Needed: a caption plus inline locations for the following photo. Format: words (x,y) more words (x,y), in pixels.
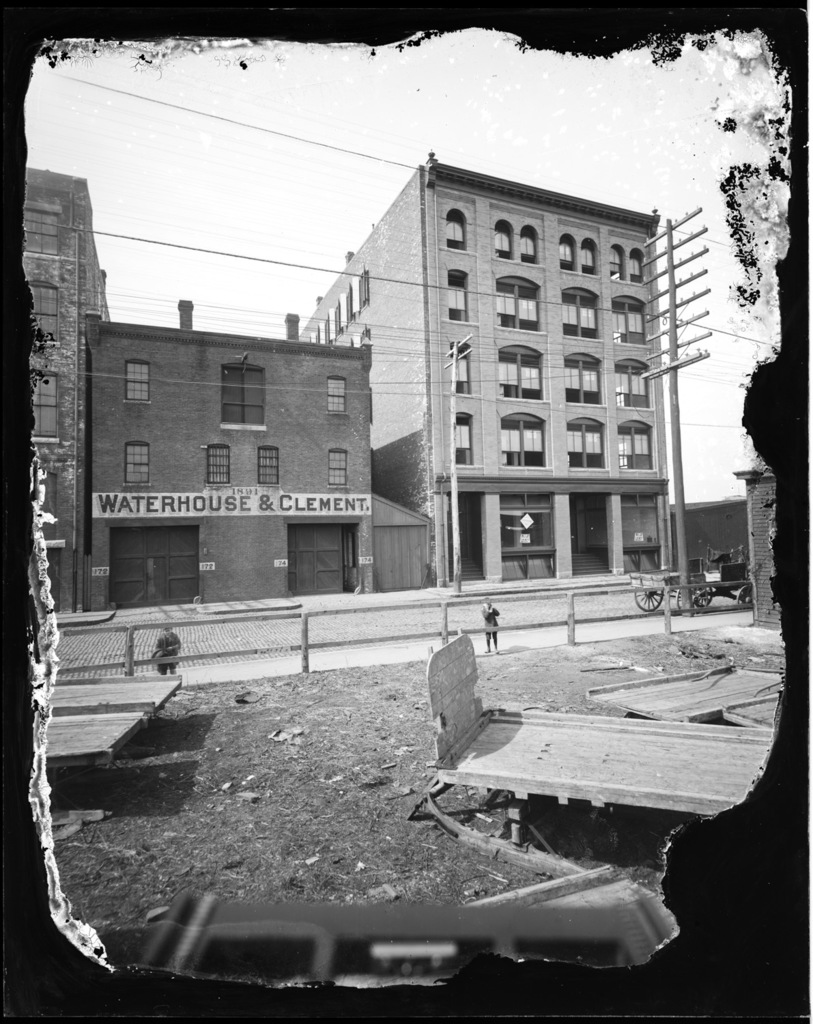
This is an edited picture. I can see a vehicle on the road (414,610), there is fence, there are buildings (523,424), poles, cables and there are some objects (744,756), and in the background (478,87) there is sky (494,104).
